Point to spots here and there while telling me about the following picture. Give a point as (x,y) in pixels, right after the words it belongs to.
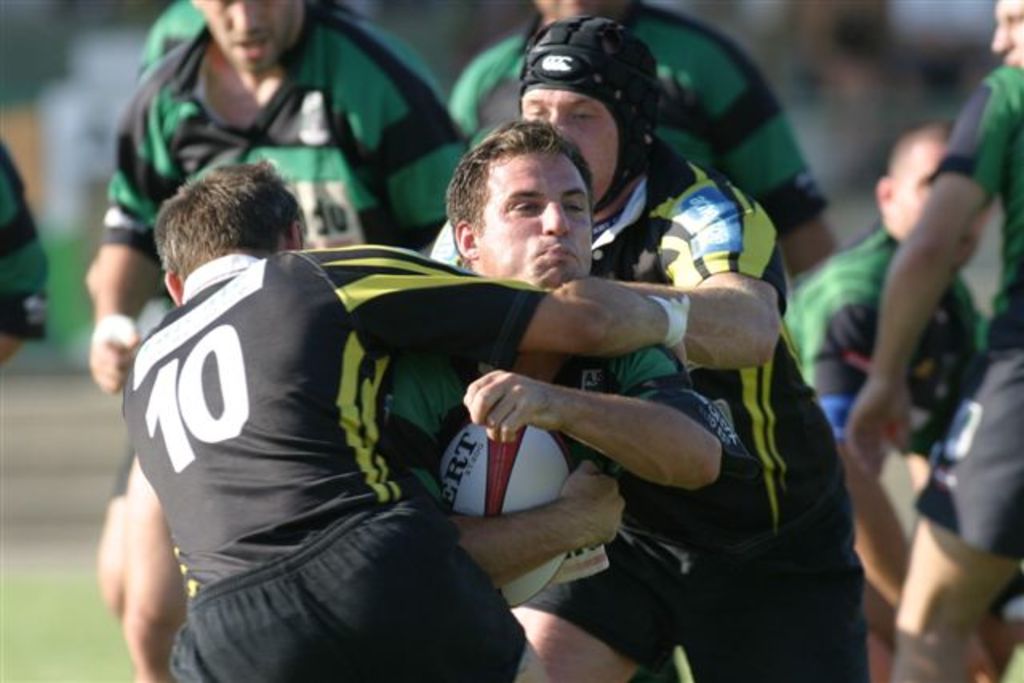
In this picture there are group of persons (413,454) in the ground (98,398). In the middle (670,348), there is a man (547,185), he is wearing a green t shirt (475,369) and holding a ball (479,441). In front of him there is another man (308,359), he is wearing black t shirt (284,308) and black short (361,574) is stopping him, there is another person (767,477) behind him wearing a black t shirt (670,253) and black helmet (597,73) is also stopping him. In the background (507,44) there are group of people (915,321).
